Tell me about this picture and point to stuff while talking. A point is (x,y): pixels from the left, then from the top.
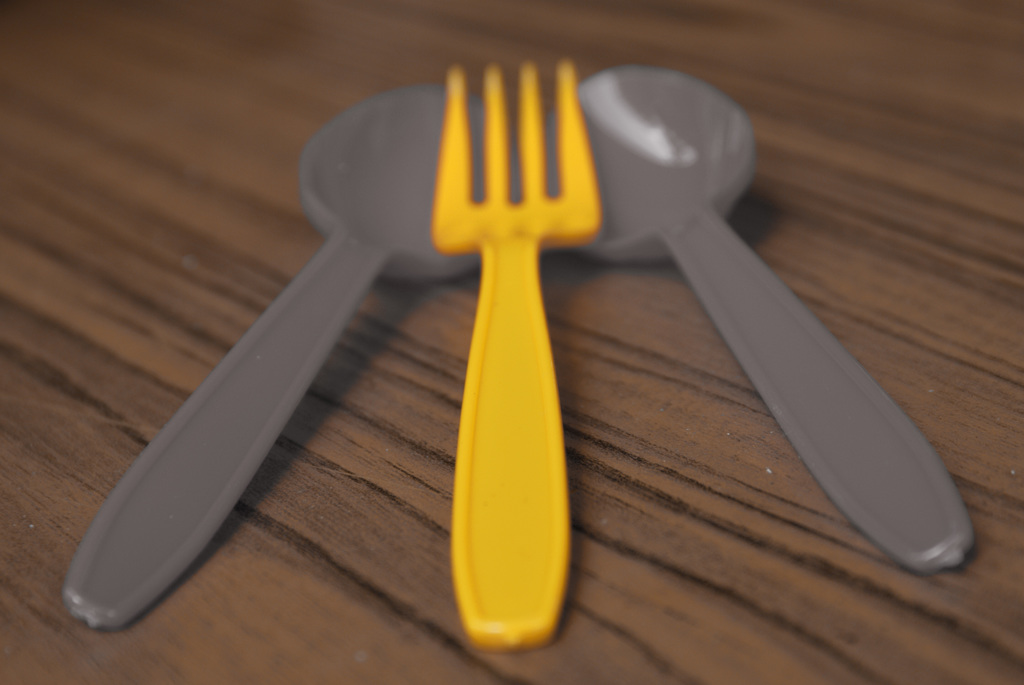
In the image in the center (662,313) we can see one table (349,327). On the table (788,221), we can see two spoons (331,324) and one fork (511,294).
